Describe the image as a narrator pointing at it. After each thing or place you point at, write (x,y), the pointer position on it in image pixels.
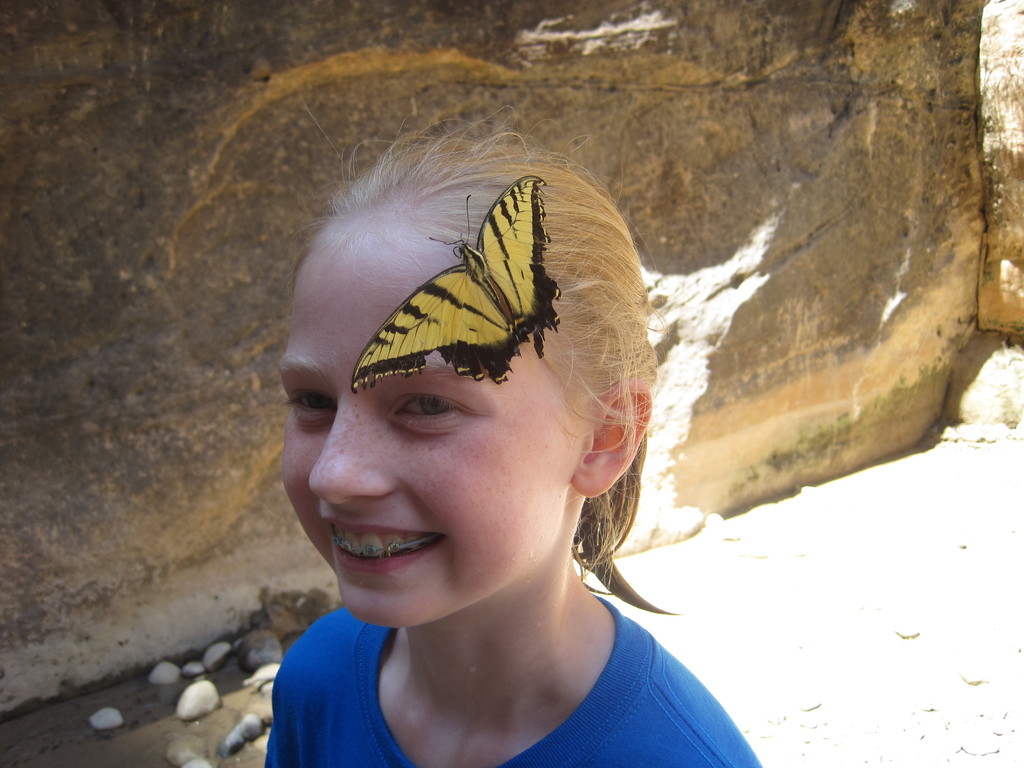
In this picture we can see a girl (365,706) smiling with a butterfly (489,239) on her and in the background (252,630) we can see stones (255,719) on the ground (227,710), wall (187,643).
